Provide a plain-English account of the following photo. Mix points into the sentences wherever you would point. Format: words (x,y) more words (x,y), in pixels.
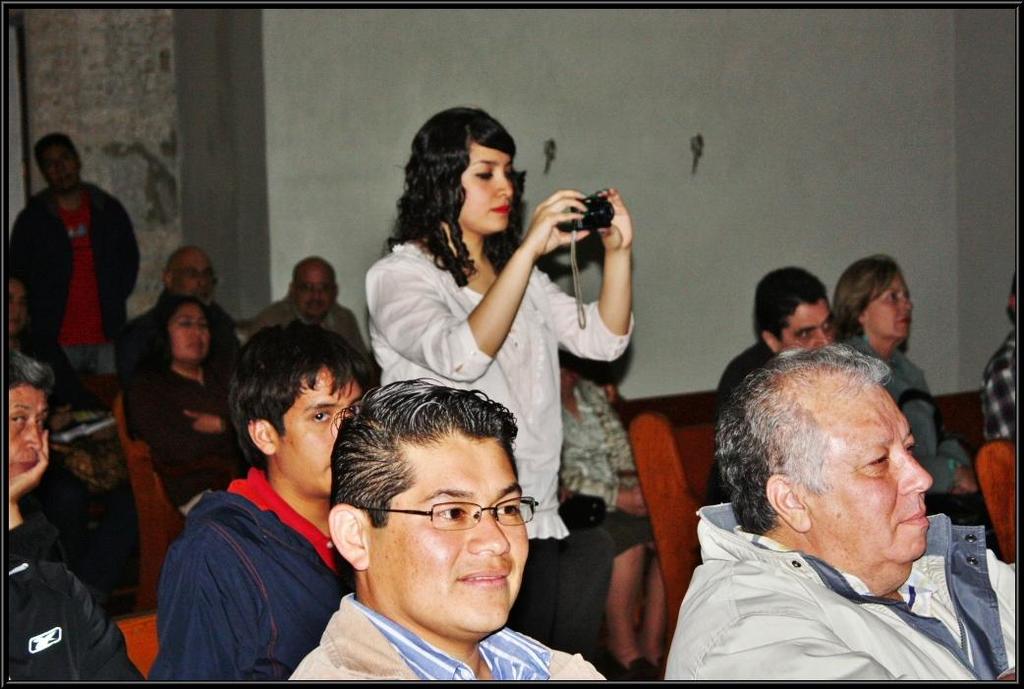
In this image, we can see people (141,430) wearing clothes (553,438). There is a person (445,117) in the middle of the image (552,428) holding a camera (587,219) with her hands (606,231). In the background (765,209), we can see a wall (359,42).
